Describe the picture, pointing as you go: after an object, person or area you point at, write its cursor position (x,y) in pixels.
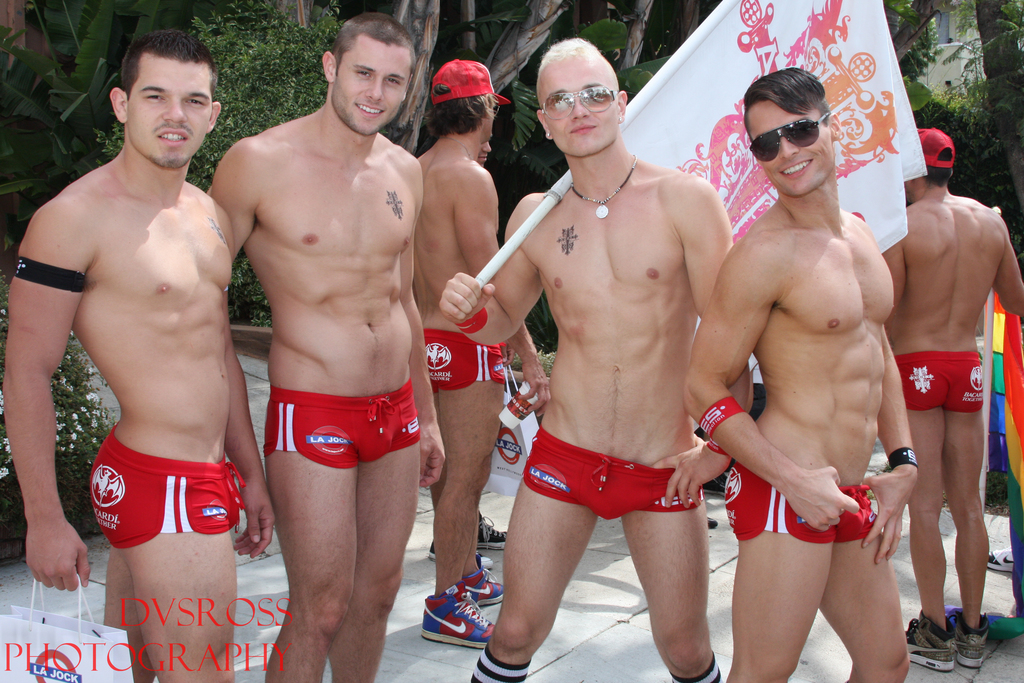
In this image we can see these men (585,218) are standing on the floor (51,601), we can see this person (126,255) holding a bag (59,642), this person (580,245) holding a flag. In the background (966,70), we can see trees (1006,81), here we can see the watermark (257,624) on the bottom left side of the image (255,619).
